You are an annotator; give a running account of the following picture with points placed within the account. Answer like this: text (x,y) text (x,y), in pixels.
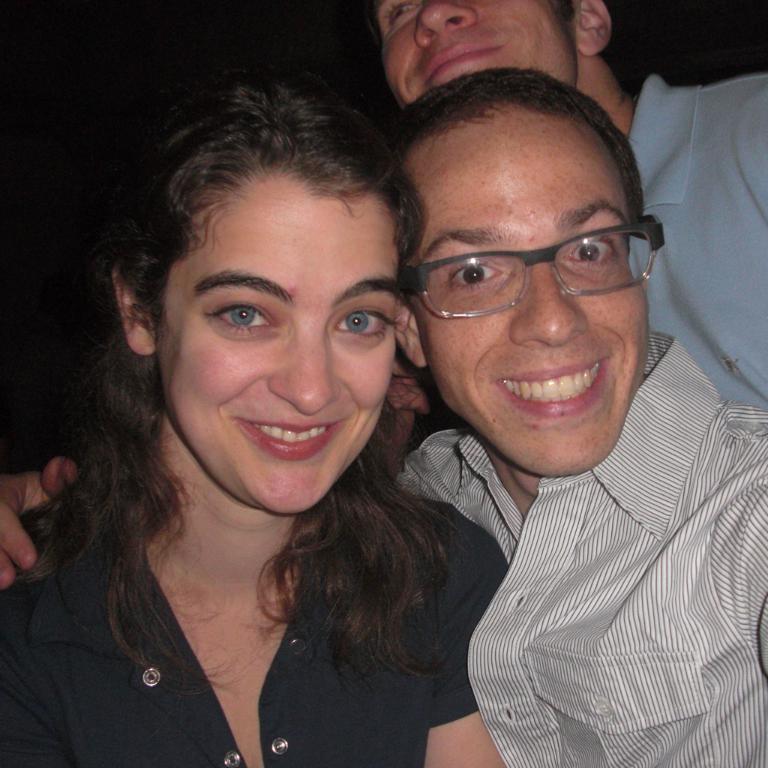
In this image there are two men (602,338) and a woman (190,494).
